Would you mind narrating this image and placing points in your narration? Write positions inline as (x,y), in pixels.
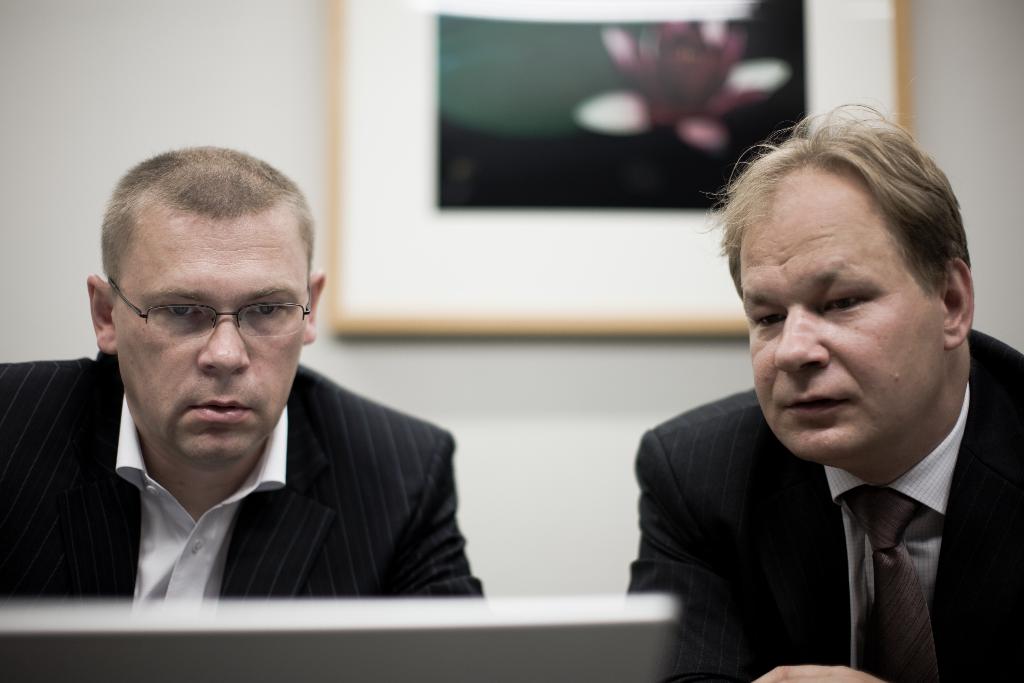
In this image I can see 2 people (831,541) sitting, wearing suit (343,533). There is a screen (489,596) in front of them. There is a photo frame (610,320) on a wall (543,504), at the back (594,186).
